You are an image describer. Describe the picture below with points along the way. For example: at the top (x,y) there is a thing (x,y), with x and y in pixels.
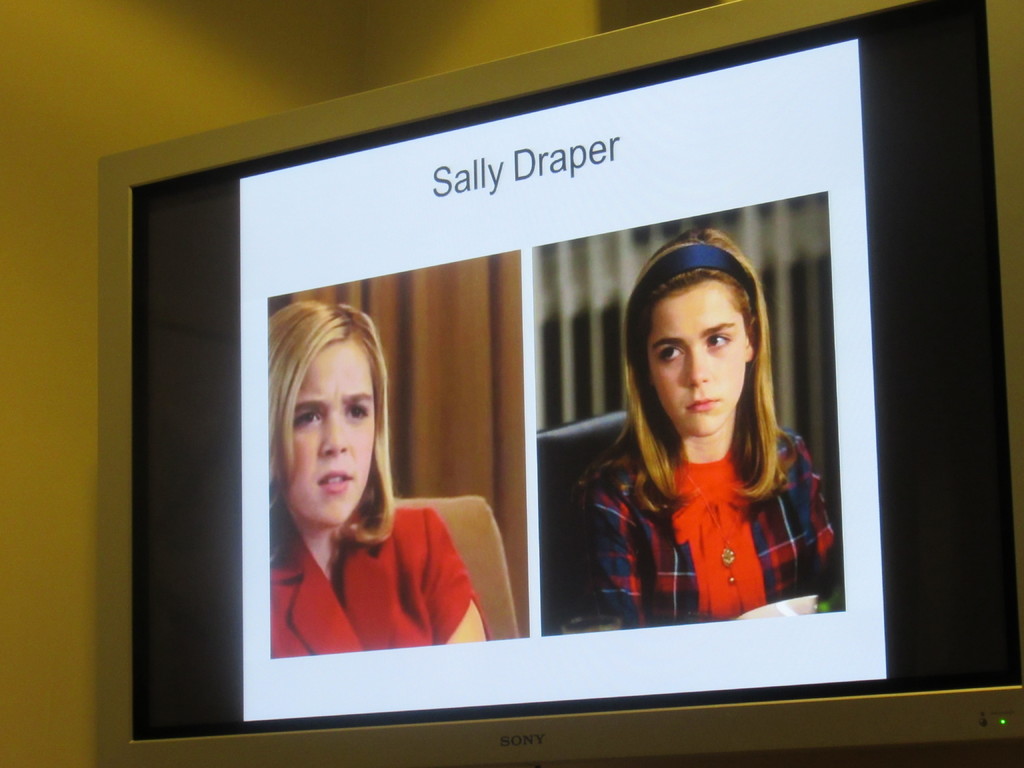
In this image we can see one Sony T. V (374,678) near to the wall (200,12). In this T. V (173,299) we can see one picture (709,523) with two girls (385,486) sitting on the chairs (505,631), background (458,403) there are two curtains (461,387), some text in this picture and some objects (826,606) on the surface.
